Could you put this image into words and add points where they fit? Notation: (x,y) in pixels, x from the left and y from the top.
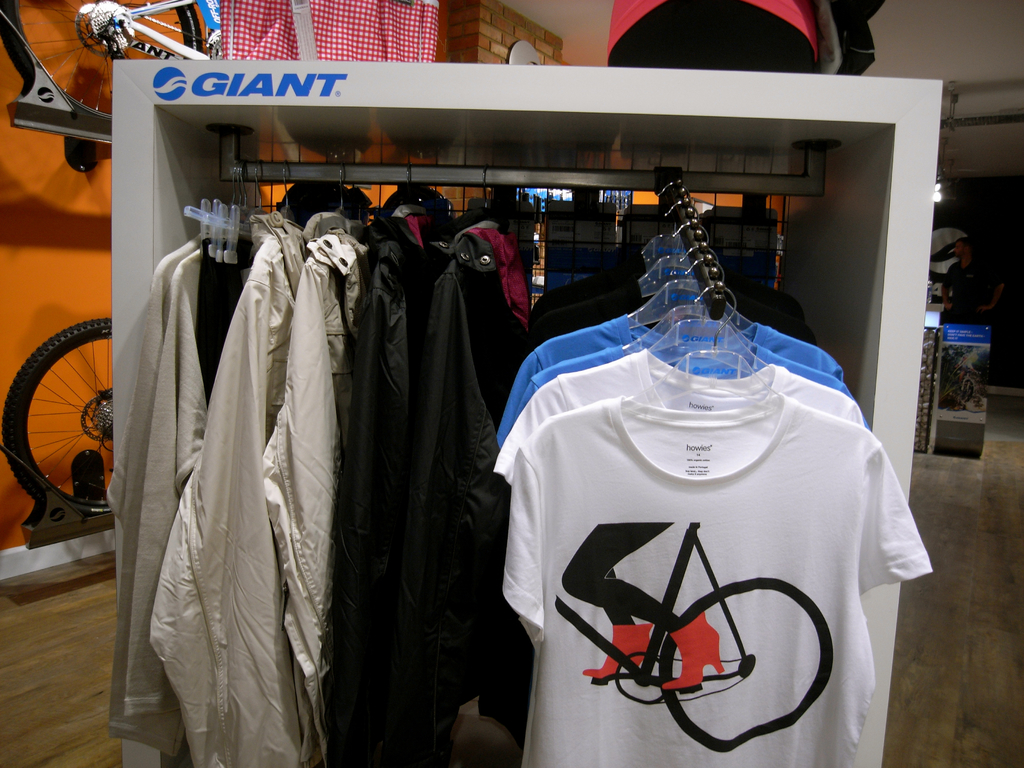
In this picture we can observe some clothes (305,310) hanged to the hanger (710,256). We can observe tire (28,382) on the left side (86,415). There is an orange color wall (49,248). We can observe a red color cloth (350,31) in the background (350,19).
